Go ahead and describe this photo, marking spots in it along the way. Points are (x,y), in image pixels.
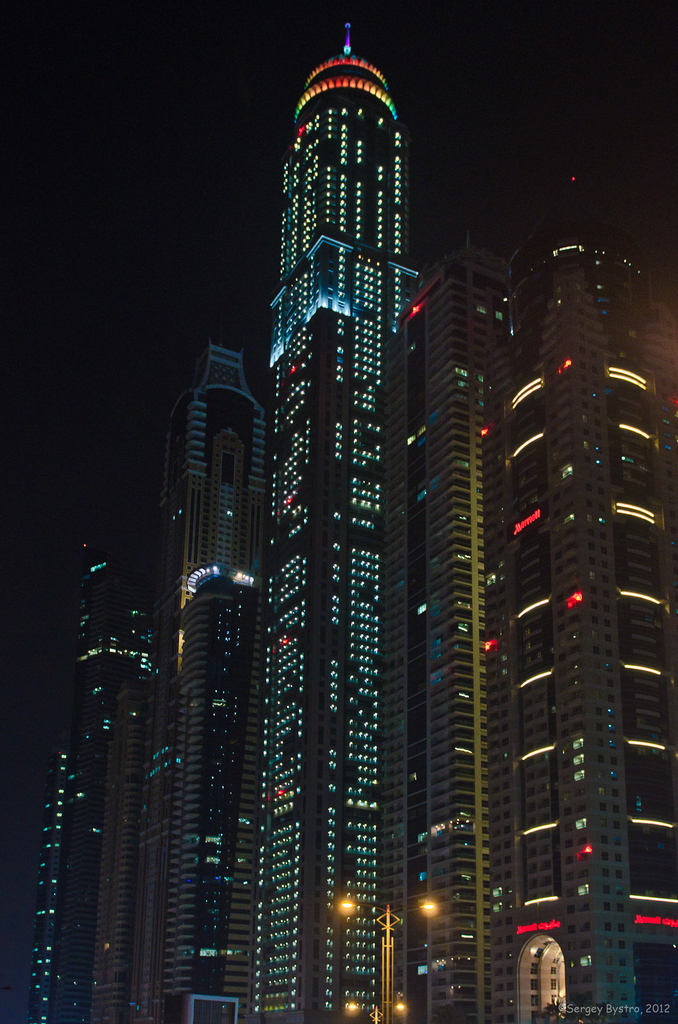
In this picture there is a huge building (364,773) with full of lights (350,589) and the background of the picture (182,132) and at the top (266,161) it's very dark.
